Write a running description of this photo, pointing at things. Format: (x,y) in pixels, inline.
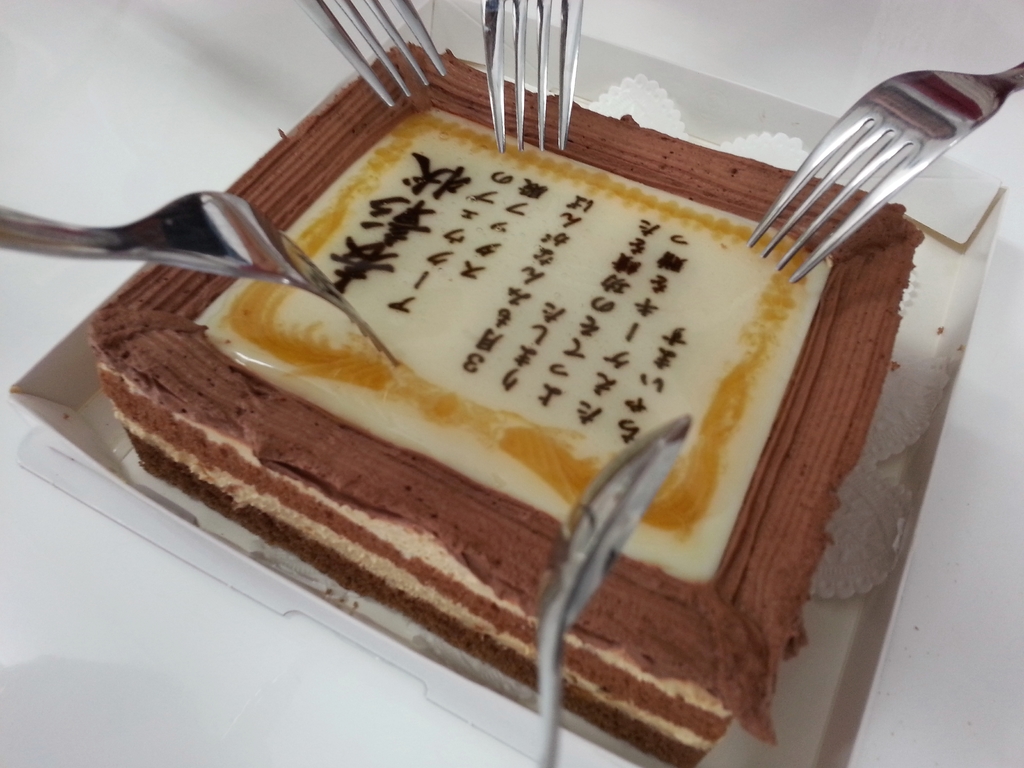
In the center of the image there is a table (4,652). On the table (15,498), we can see one paper (272,548). On the paper (252,577), we can see one cake (475,417) and we can see something written on the cake (478,363). And we can see forks (165,224) around cake (492,233).
